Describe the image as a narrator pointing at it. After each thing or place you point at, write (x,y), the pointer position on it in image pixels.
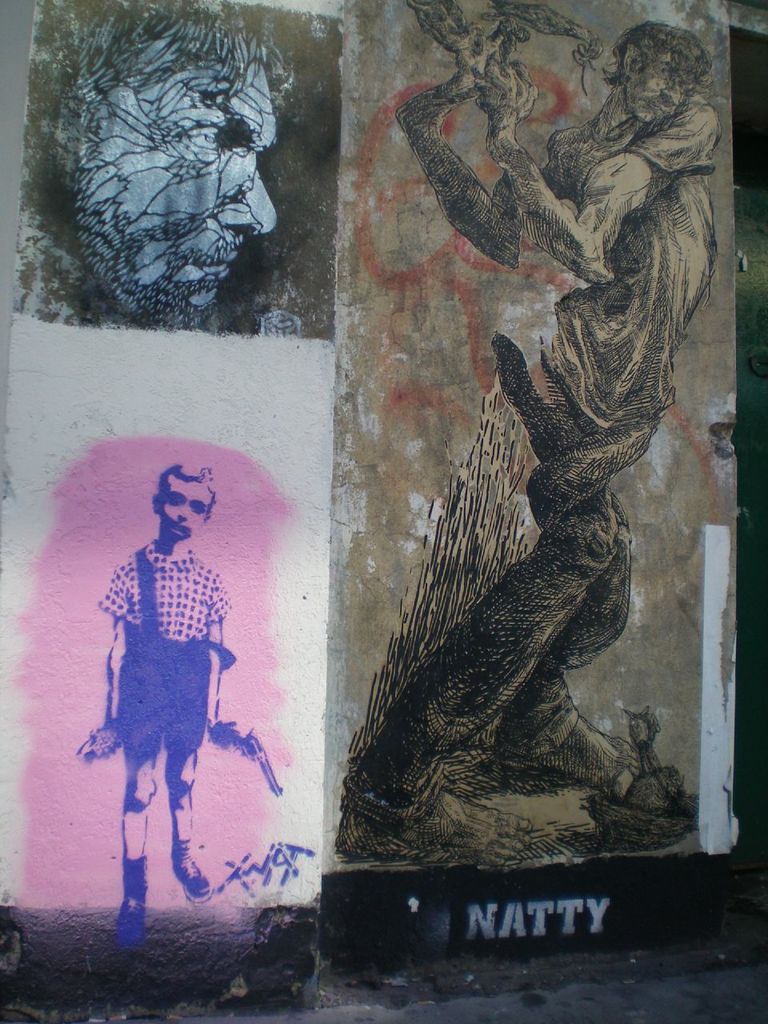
Here is a painting (192,147) which is divided into three parts on the top left (234,93) there is a painting (162,147) of a person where his face (239,112) is covered with some black striped lines (190,259) and the background of the person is black in color and here at the bottom left (236,737) there is a boy (221,598) where the background is pink in color and the boy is holding a gun (275,782) in his right hand (221,739) and an object (98,739) in his left hand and towards right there is a painting (613,777) of a person (399,809) with brown color as background and also natty is typed at the bottom (475,911) and the person painting is standing on the ground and he is also holding an object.
